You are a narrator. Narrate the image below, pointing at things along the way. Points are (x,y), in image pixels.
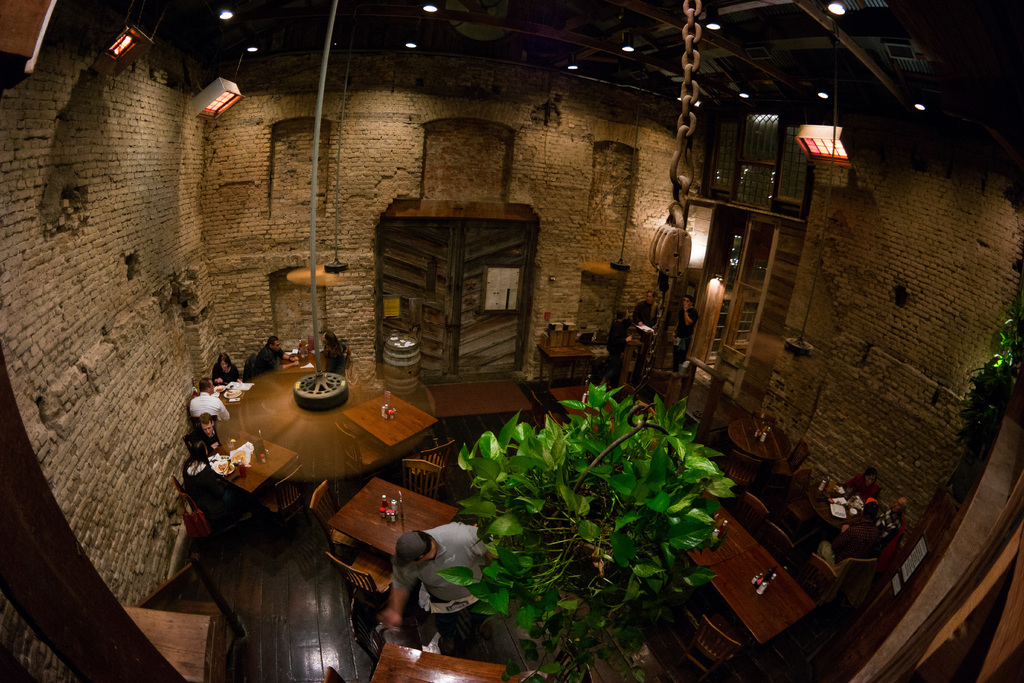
In this image, I can see a few people (449,553) standing and few people (211,400) sitting. These are the tables (740,534) with the bottles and few other things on it. This looks like an iron chain (688,26) with a hanger (680,253). This is a plant (602,496) with the leaves (519,450). I can see a wooden barrel (413,361). These are the doors (725,301). At the top of the image (427,8), I can see the lights (415,43), which are attached to the ceiling (665,19). These look like the windows (751,170). I think this is the mirror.
